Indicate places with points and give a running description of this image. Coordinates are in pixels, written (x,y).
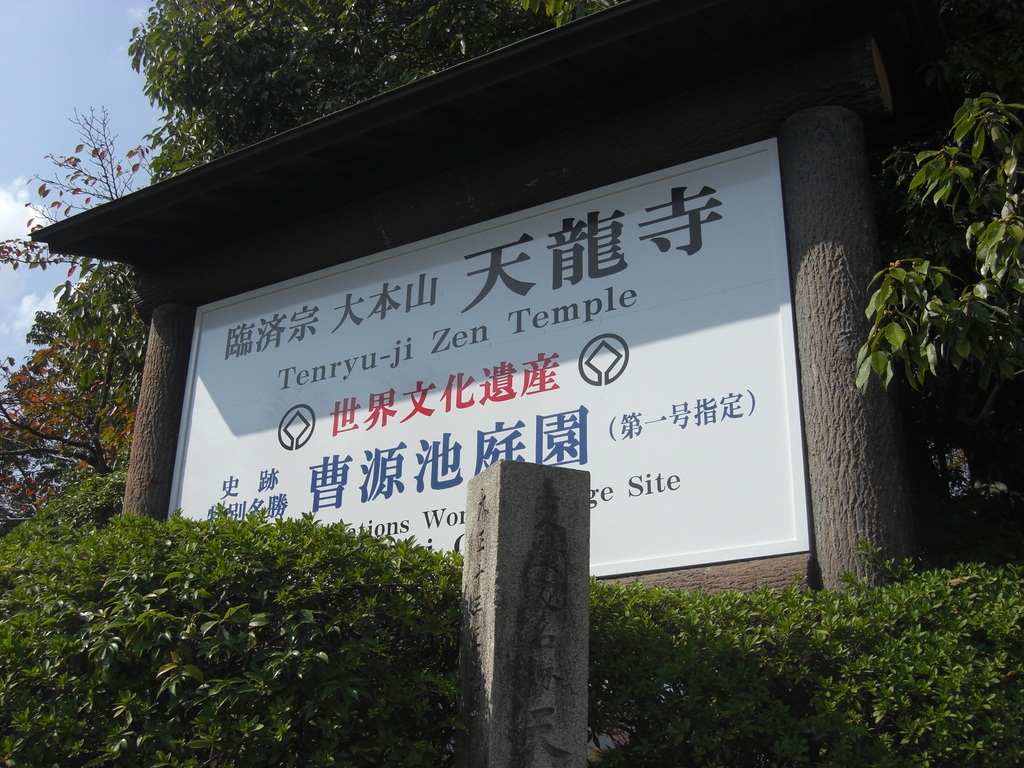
This image is taken outdoors. At the top of the image (54,162) there is a sky (29,87) with clouds (12,243). In the middle of the image (594,262) there is a board (536,274) with text (467,434) on it. In the background (433,13) there are many trees (77,389) with green leaves (912,211).
